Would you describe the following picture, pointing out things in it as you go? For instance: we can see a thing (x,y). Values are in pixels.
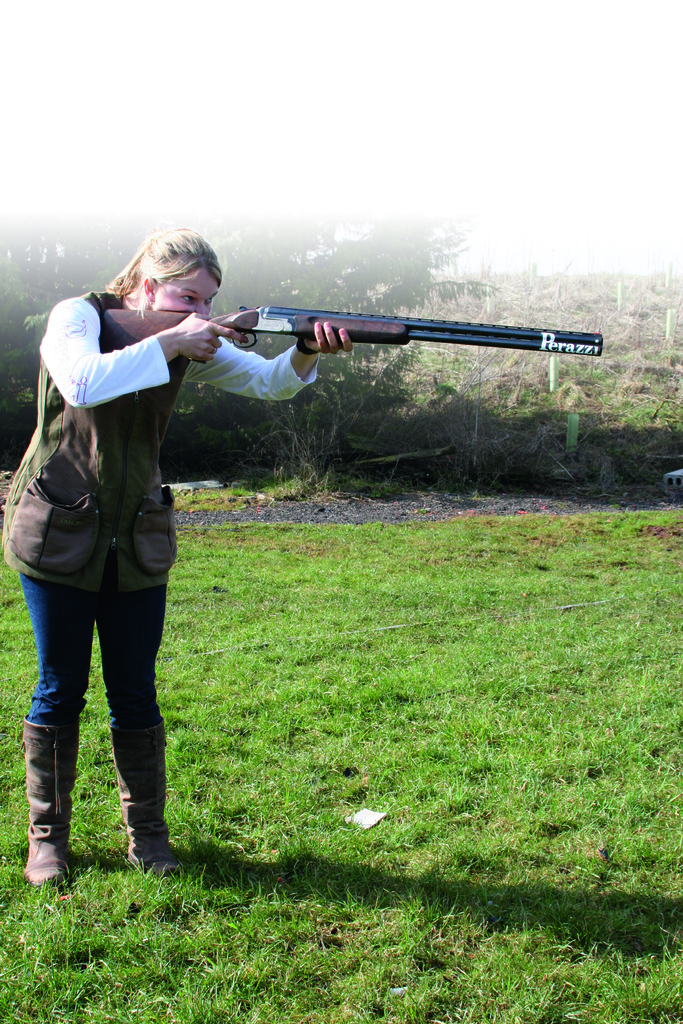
In this image in the center (254,358) there is a woman (107,571) standing and holding a gun (374,343). There is grass (498,760) on the ground (434,683). In the background (347,388) there are trees (440,284).
